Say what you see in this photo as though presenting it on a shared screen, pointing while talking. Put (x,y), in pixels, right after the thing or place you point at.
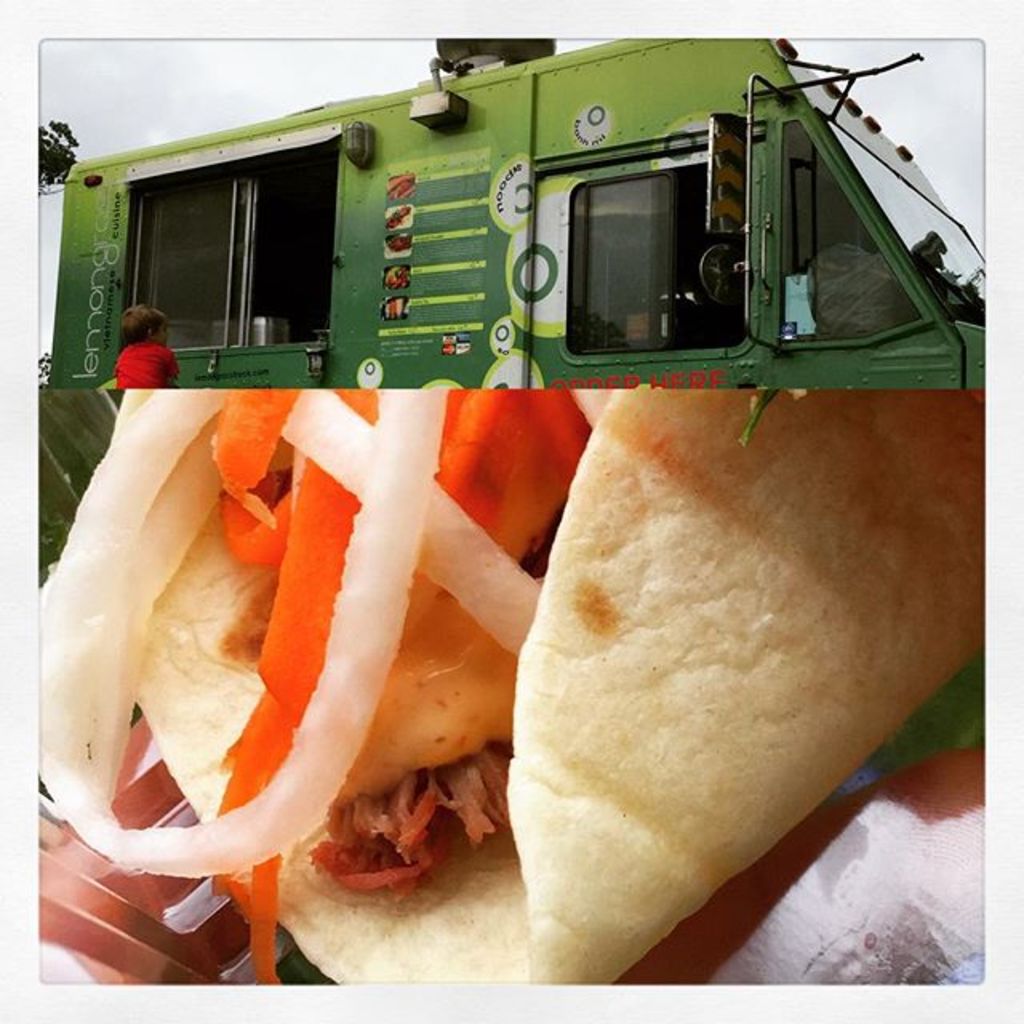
This image is a collage of two images. At the bottom of the image (356,723) there is a food item (328,625). At the top of the image (245,216) there is a truck (627,211) and there is a kid (157,350).
